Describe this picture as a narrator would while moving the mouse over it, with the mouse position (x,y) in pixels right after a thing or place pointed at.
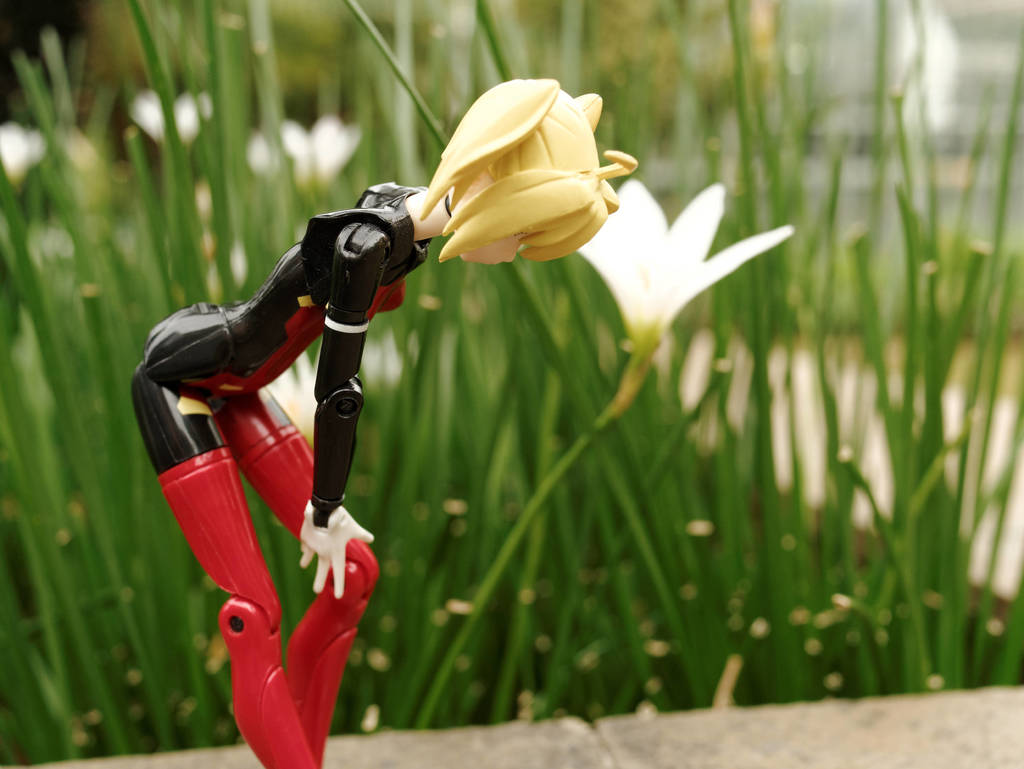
In this image in the foreground (300,433) there is one toy (265,425), and in the background (465,542) there are some plants (648,455) and flowers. At the bottom (526,728) there is walkway (909,757).
